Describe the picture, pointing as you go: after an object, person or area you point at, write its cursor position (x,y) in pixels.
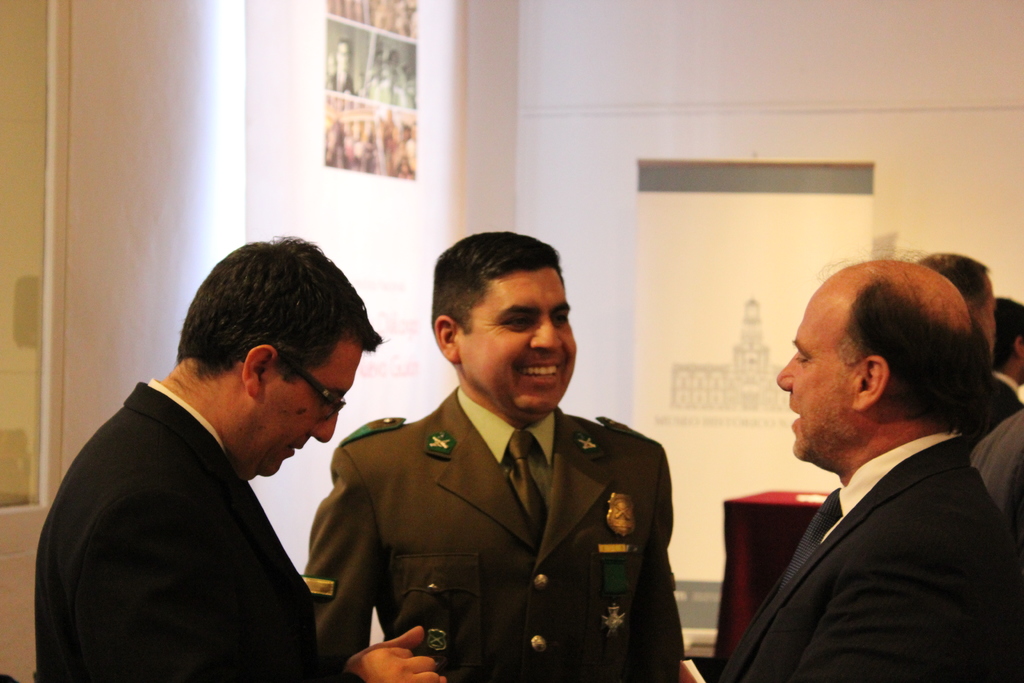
In this image we can see a group of people (979,424) standing. One person (564,555) is wearing a military uniform (577,516). One person (182,546) is wearing a black coat (191,447) and spectacles (333,397). In the background (762,524), we can see a table (793,515), banner (724,383) and photo frames (389,143) on the wall (322,217).
